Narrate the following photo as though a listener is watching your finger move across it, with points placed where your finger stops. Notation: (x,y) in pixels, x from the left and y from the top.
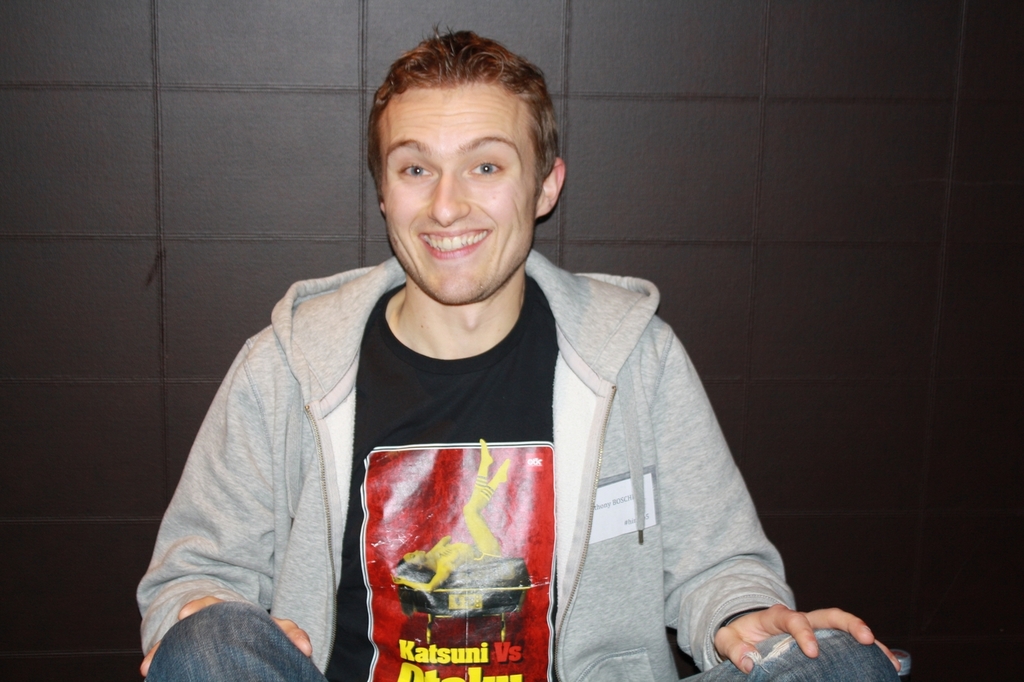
In this image I see a man (444,286) who is sitting and I see that he is smiling and I see something is written on this t-shirt (416,515) and I see the wall (191,168) in the background (625,238) which is brown in color.
